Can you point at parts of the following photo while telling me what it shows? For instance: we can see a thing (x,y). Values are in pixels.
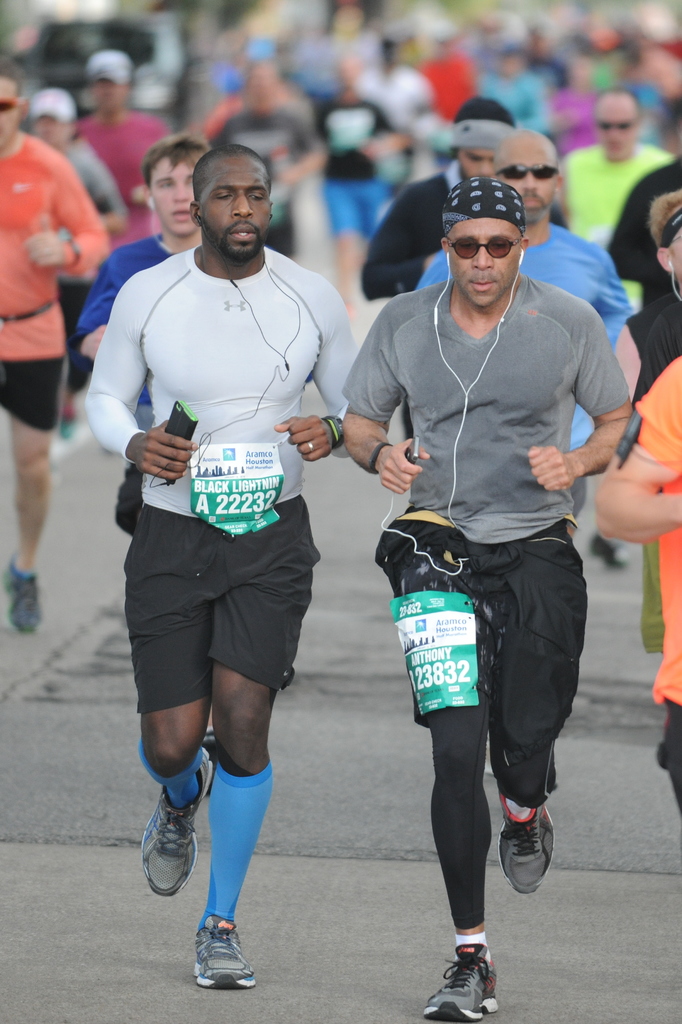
This is a picture of group of people (618,180) running on the road (545,884) among them two people (252,219) are holding mobile phone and wearing earphones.
